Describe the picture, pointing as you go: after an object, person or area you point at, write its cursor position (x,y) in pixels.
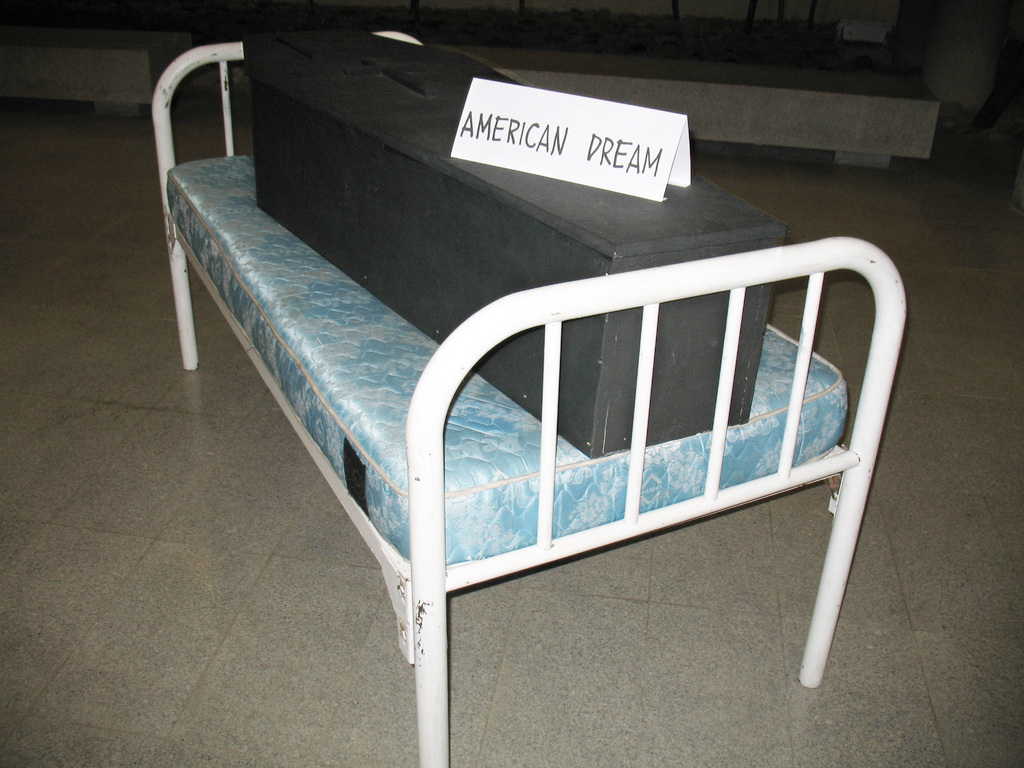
Here there is a box (268,207) on the bed (574,544) which is on the floor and there is a text (532,144) written on a paper (537,133) on the box (459,223).
